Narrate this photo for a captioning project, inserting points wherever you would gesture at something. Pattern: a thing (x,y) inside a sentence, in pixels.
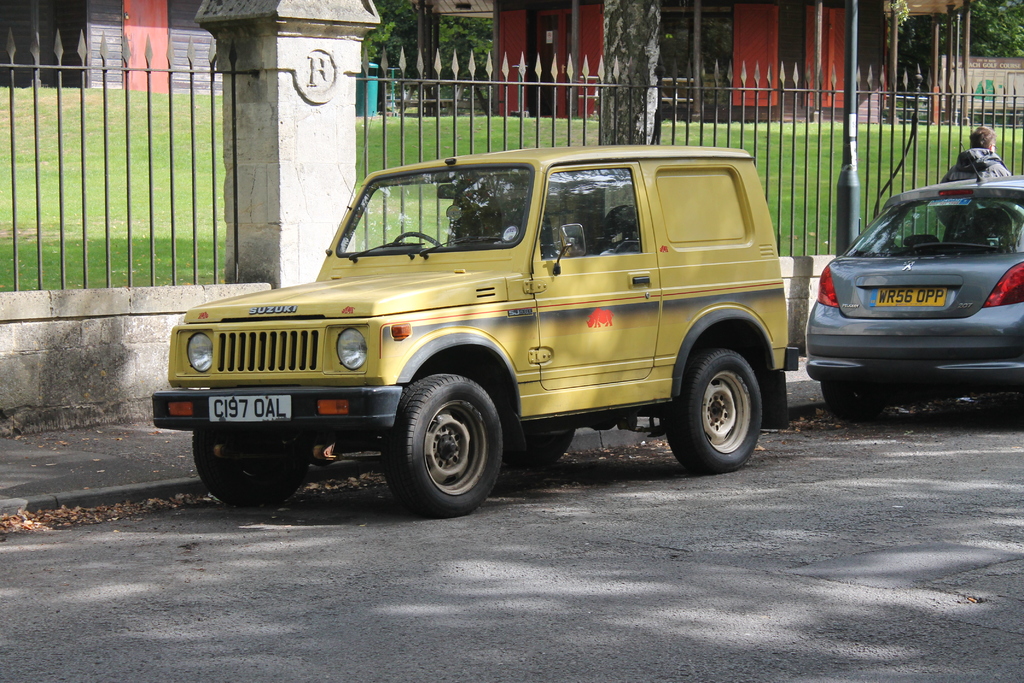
In this image there are vehicles (283,395) on the road (938,477), beside that there is fence (64,230), grass ground (50,109) and buildings (74,8).
